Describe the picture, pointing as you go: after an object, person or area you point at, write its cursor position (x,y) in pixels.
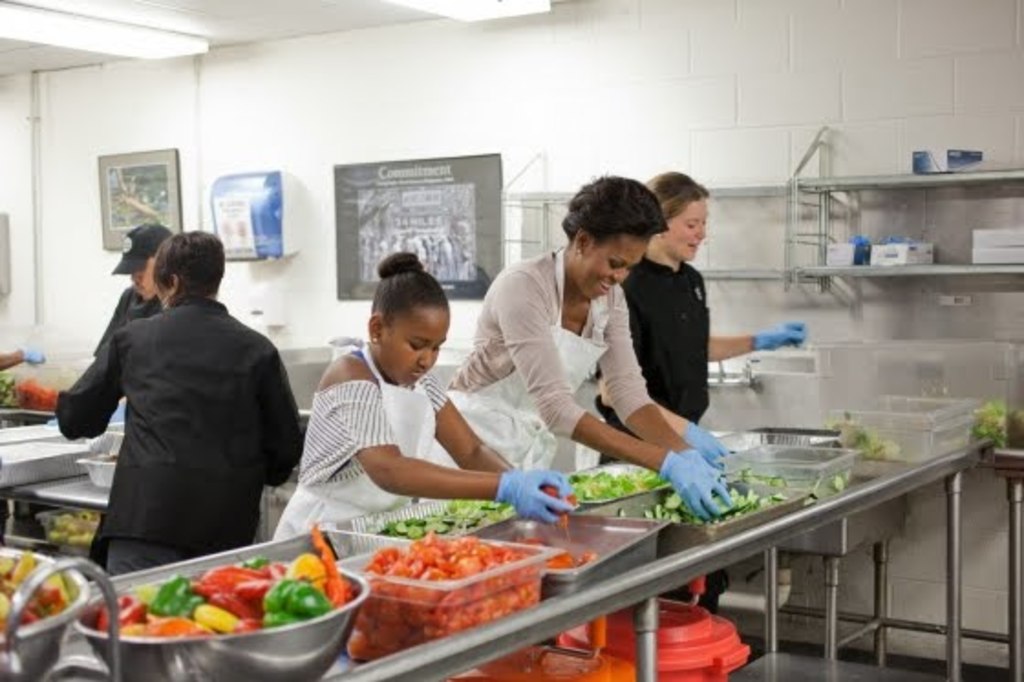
In this picture I can see 5 persons (390,356) standing near to the tables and on the tables (305,543), I can see number of utensils (475,536) and trays (727,469), where I can see vegetables (453,559) in it. In the background (318,257) I can see the wall (512,179), on which there are 2 frames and on the right side of this picture (839,179) I can see the racks (827,232) and I see few things (901,252) on it. On the top of this picture (64,34) I can see the lights (173,54).
